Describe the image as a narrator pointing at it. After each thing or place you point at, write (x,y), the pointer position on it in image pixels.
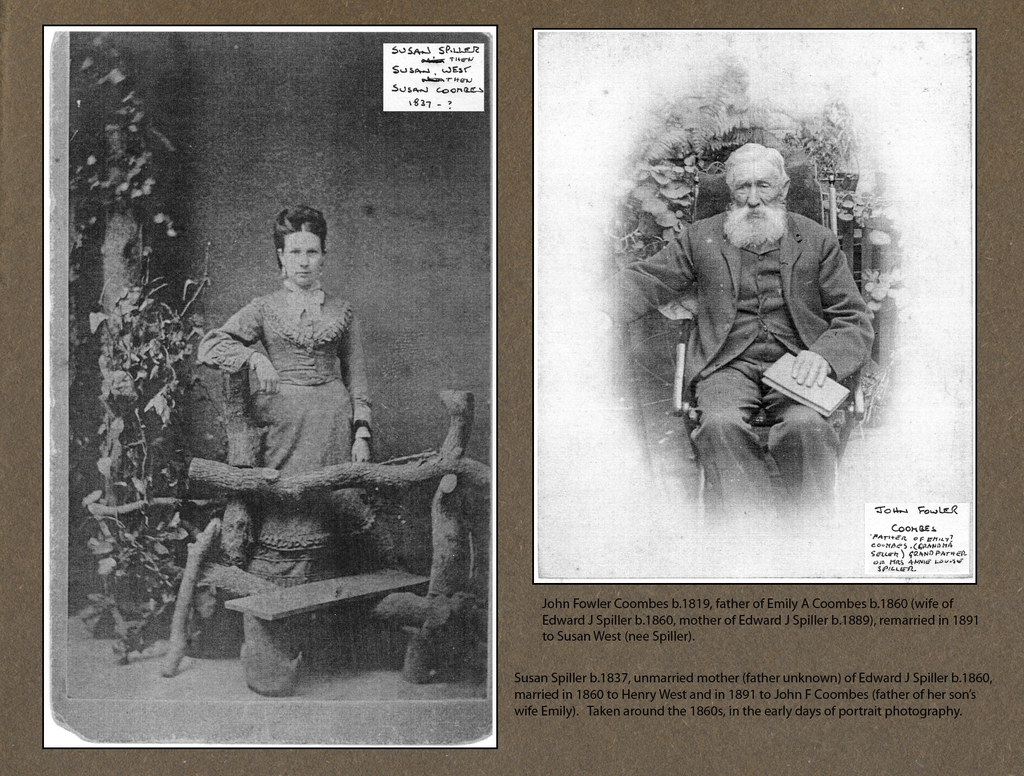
We can see poster (854,60), on this poster (783,100) we can see photos (318,353) of two people (277,456) and we can see something written on this poster (656,609).
